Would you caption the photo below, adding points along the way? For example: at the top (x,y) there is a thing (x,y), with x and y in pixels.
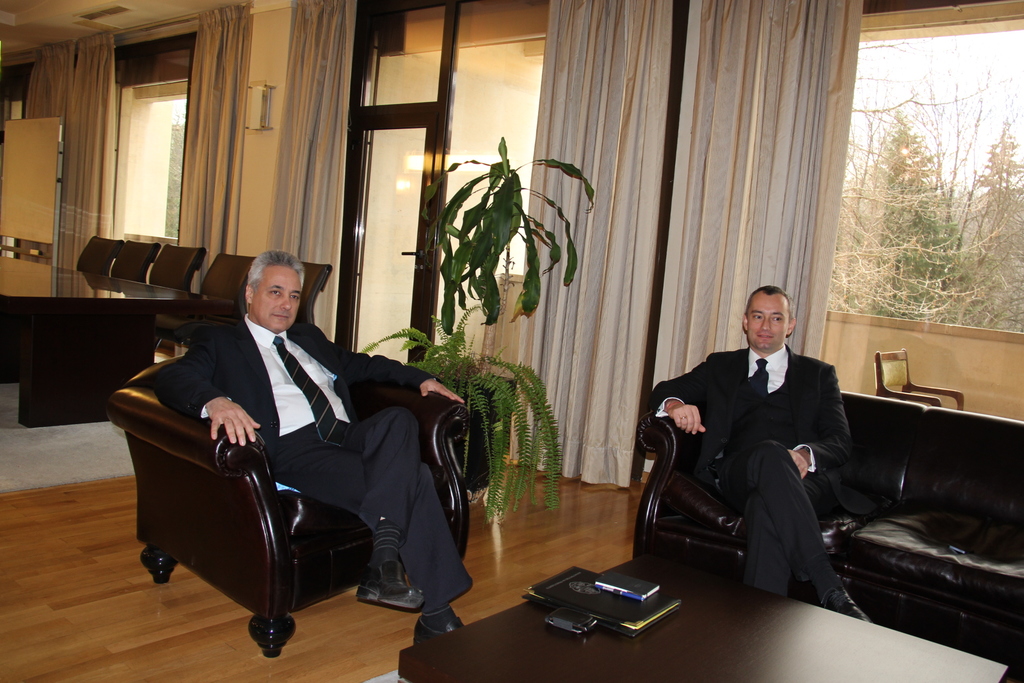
In this image we can see two men (793,440) are sitting on black color sofa (901,512). They are wearing black color suits (740,430) with white shirts (776,370). In front of them, table (662,656) is present. On the table (733,625), we can see mobile (561,627) and file (602,608). In the background (106,250), we can see dining table (119,289), chairs (179,284), windows (155,185), doors (429,105) and curtains (206,78). Behind the window (943,194), dry trees (929,243) are present and the sky (927,68) is in white color.
